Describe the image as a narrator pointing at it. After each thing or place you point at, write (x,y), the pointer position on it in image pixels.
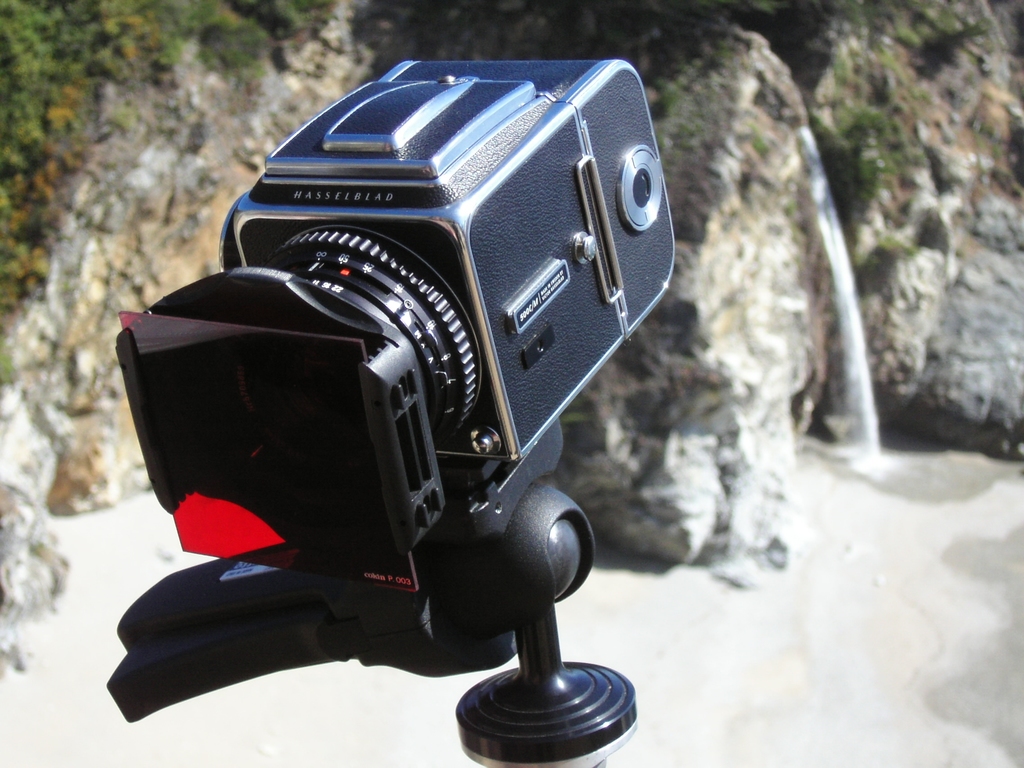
In this picture we can see a camera (401,466), in the background (134,27) we can see few plants (90,52), rocks (745,169) and water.
